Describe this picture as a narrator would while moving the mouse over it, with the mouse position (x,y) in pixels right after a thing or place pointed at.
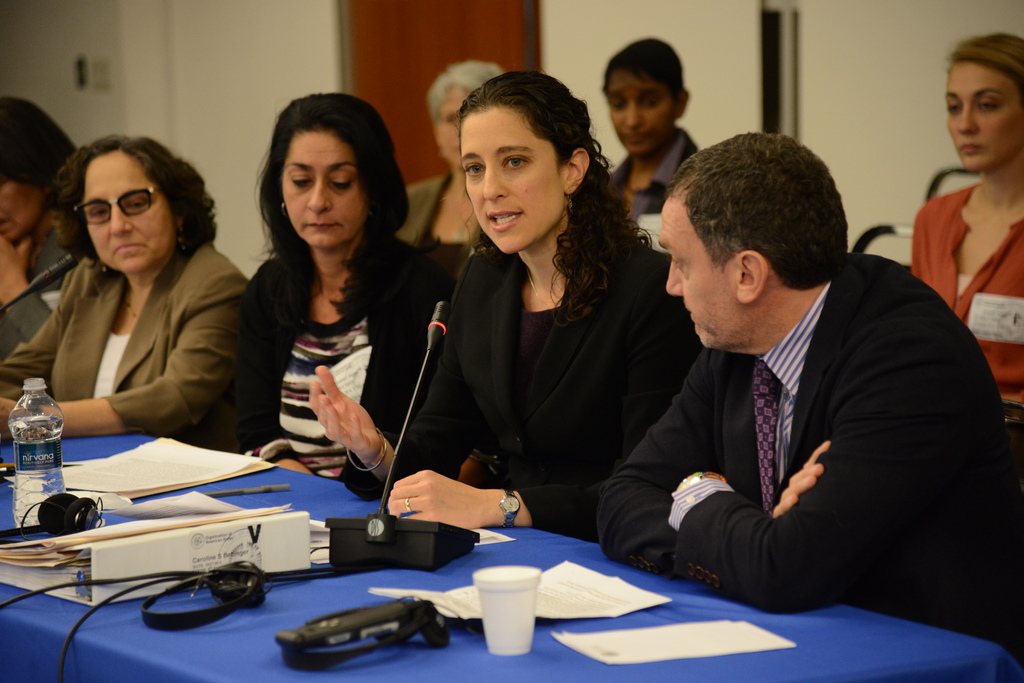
On the right side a beautiful girl (613,454) is sitting and speaking in the microphone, she wore black color dress (581,398). On the left side (273,379) three other persons (261,305) are sitting beside of her. On the right side (867,449) a man (857,468) is there, he wore black color coat (909,446).
